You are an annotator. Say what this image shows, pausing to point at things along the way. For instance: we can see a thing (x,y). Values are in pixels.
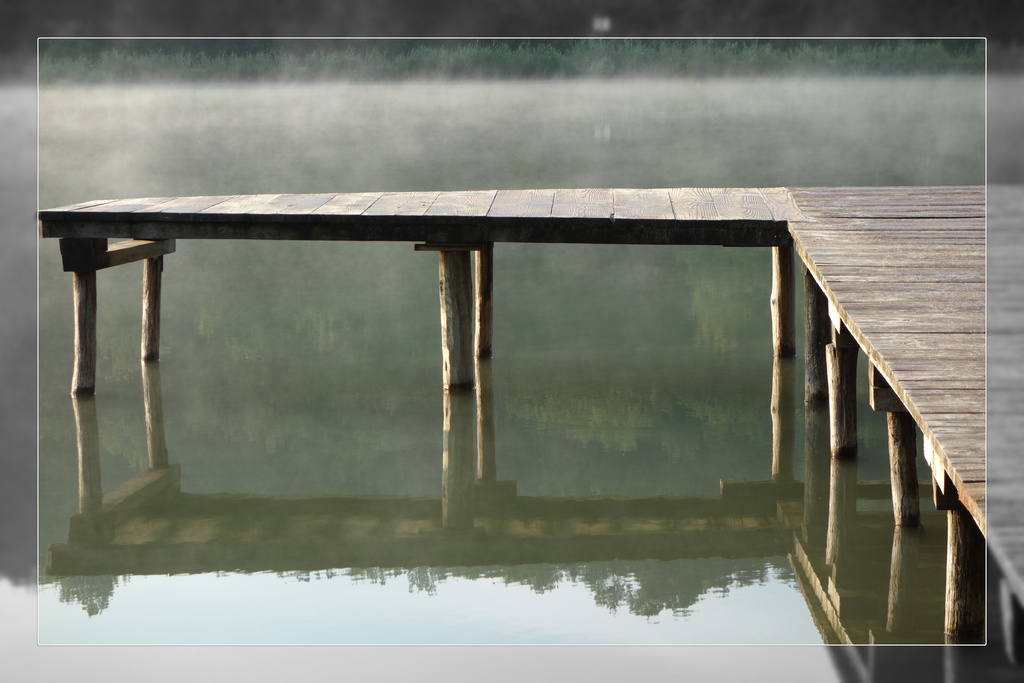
In this picture I can observe a wooden bridge (563,215). In the background (432,177) there is water (283,357).
